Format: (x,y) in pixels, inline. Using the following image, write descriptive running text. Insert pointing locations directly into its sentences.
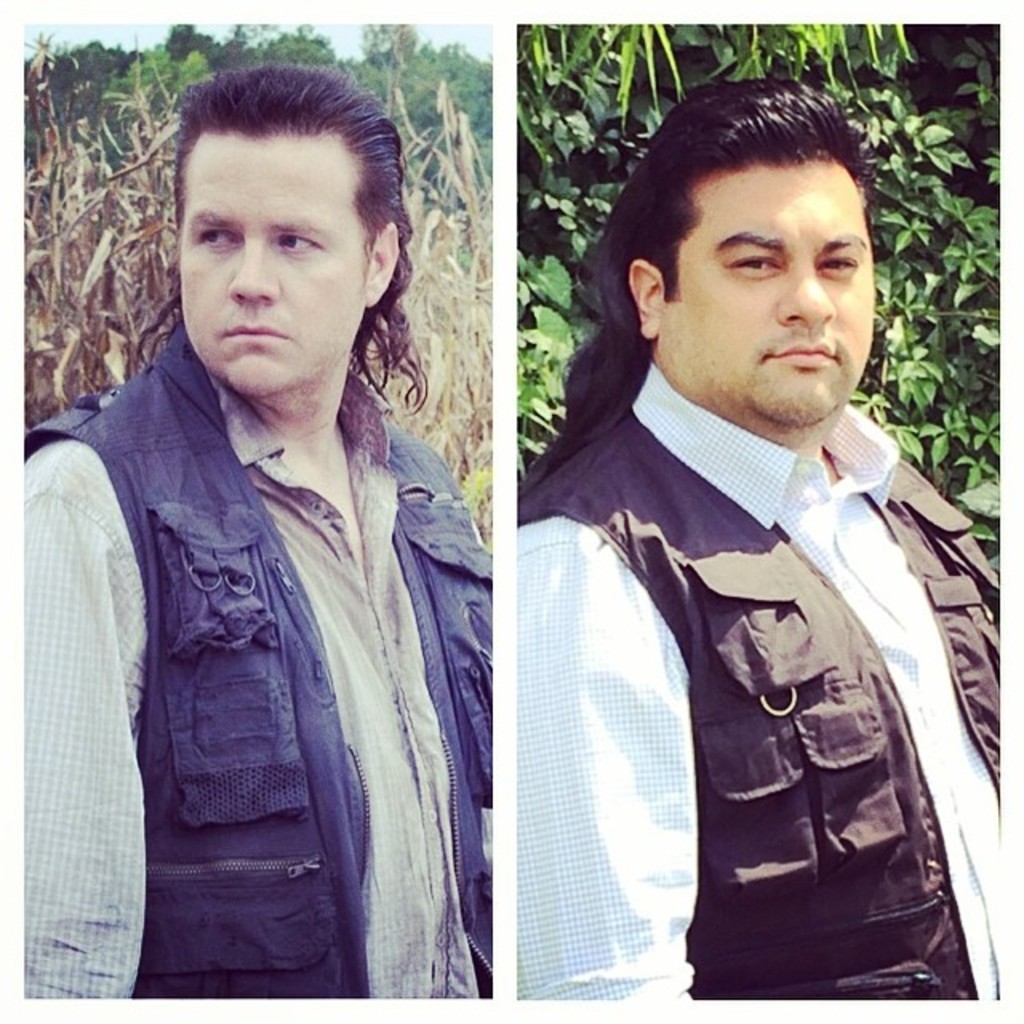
This image is a collage of two images. They both are different men (405,646). In this image a man (578,777) is standing and in the background (471,215) there are a few trees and plants (925,381).
